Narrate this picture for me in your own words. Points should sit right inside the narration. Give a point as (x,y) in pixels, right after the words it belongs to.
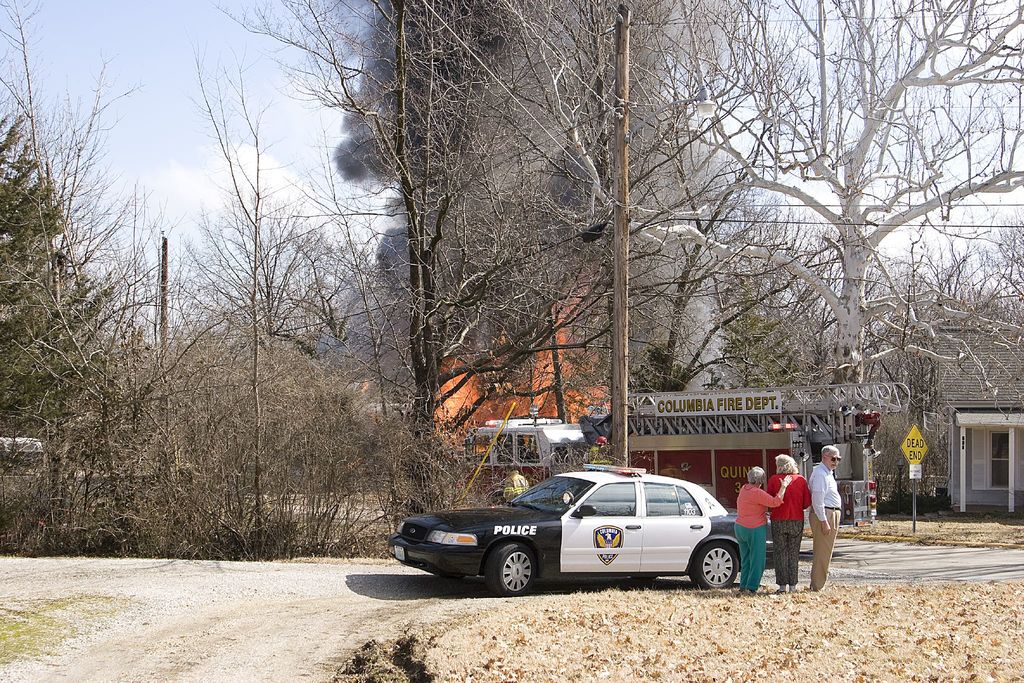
In this image I can see few dry trees (493,363), vehicles (727,480), buildings (1006,411), windows (998,475), signboards (915,448), pole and the smoke (563,15). The sky (220,113) is in white and blue color.
